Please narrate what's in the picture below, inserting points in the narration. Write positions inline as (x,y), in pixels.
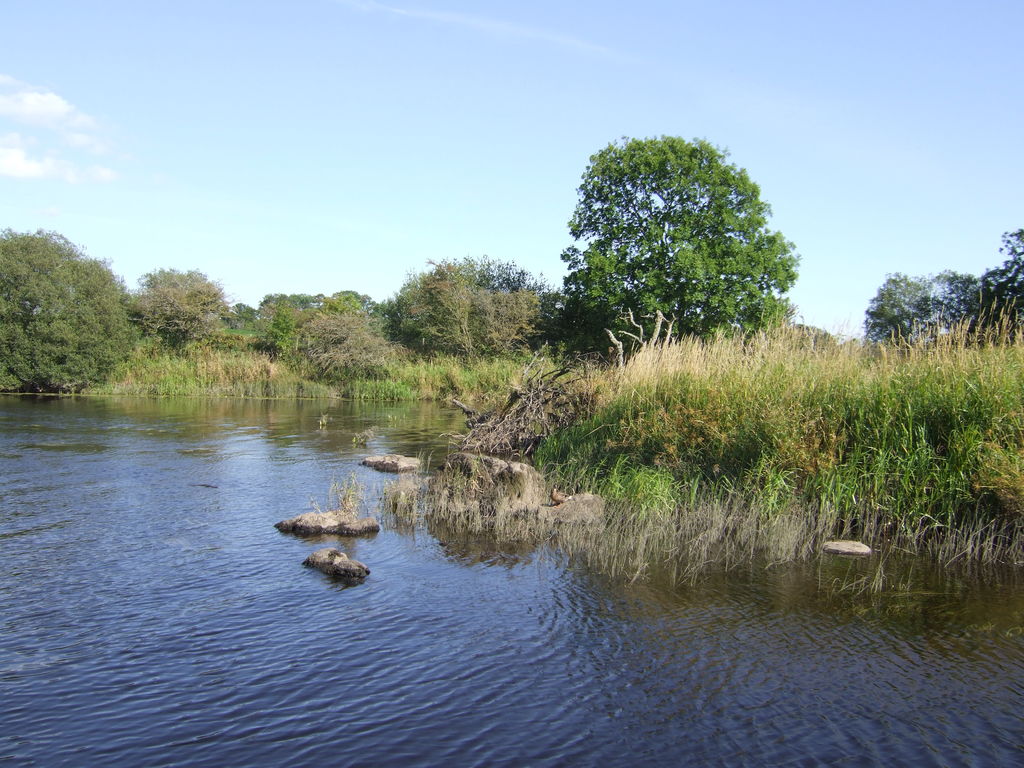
In this image in front (386,650) there is water (322,540). There are rocks (374,523). There is grass (603,405) on the surface (460,385). In the background of the image (640,308) there are trees (653,224) and sky (495,64).
